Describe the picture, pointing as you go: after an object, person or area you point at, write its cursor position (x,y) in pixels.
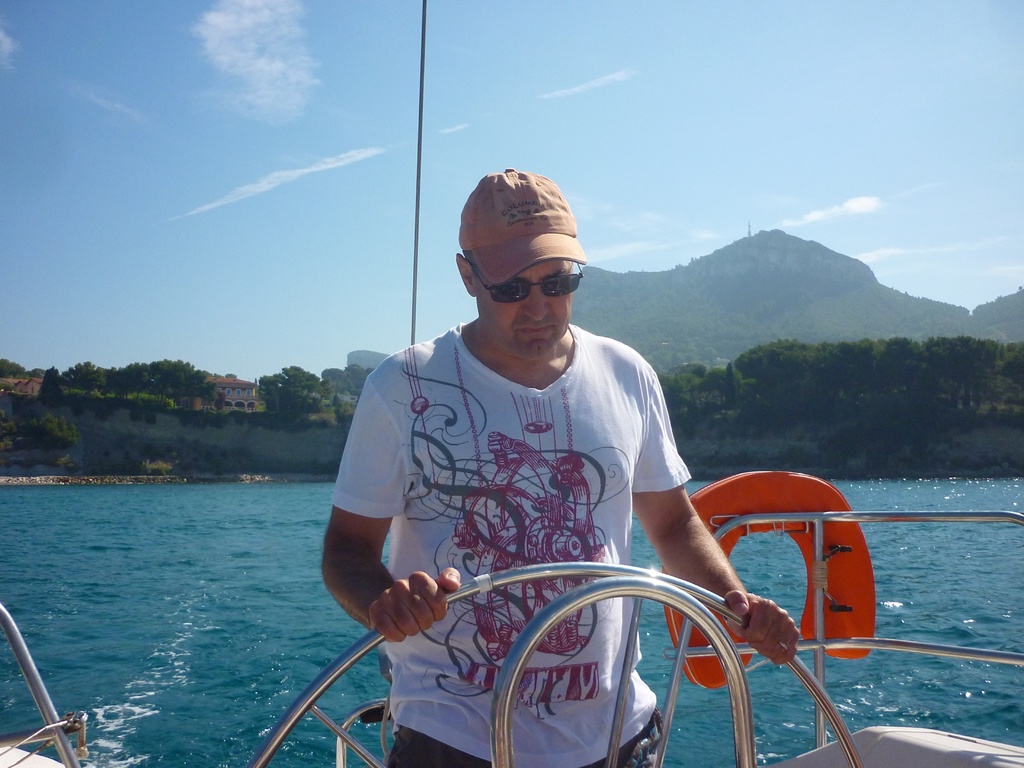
In this image we can see a person (491,322) wearing cap (497,260) and goggles (523,289). There are handles (694,618). Also there is a tube (770,497). In the back (158,588) there is water (148,575). In the background (152,395) we can see hills (719,363), trees (739,363) and sky (315,110) with clouds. Also there is a building (243,380).
